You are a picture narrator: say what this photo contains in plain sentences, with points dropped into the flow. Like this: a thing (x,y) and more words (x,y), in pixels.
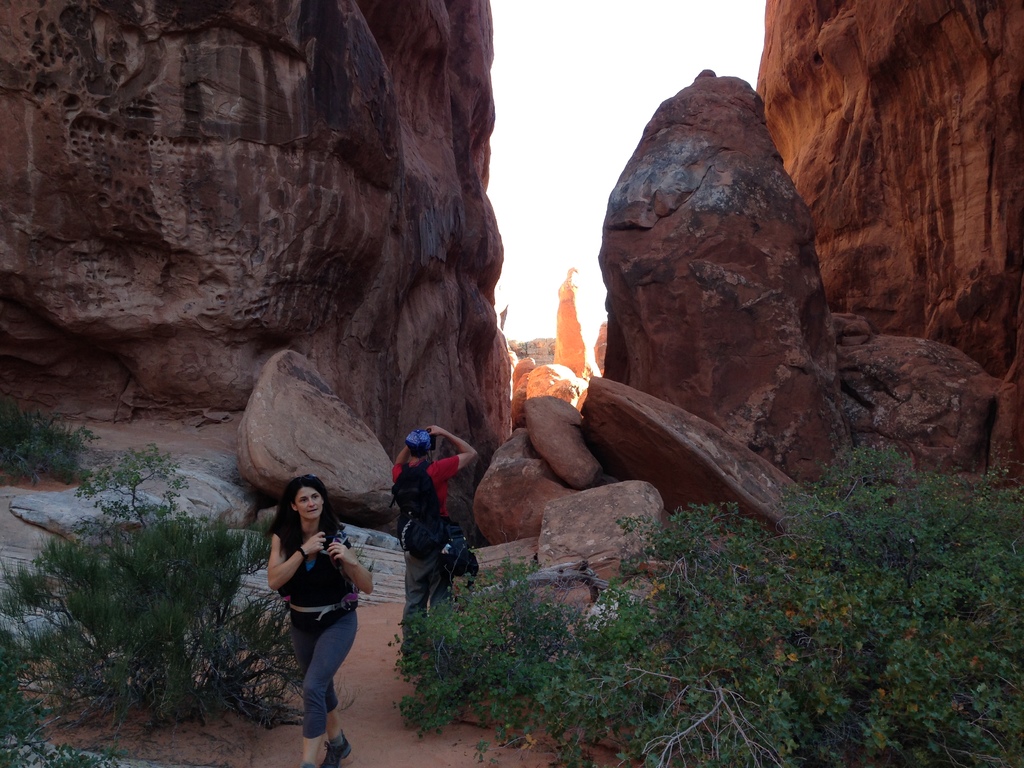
This is an outside view. At the bottom (356,631) there are few plants (226,660) and a woman (322,621) is walking on the ground (366,724) and also there is another person (416,558) wearing bag (428,502) and standing facing towards the back side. In the background (317,334) there are many rocks (279,185). At the top of the image (580,71) I can see the sky (568,159).
